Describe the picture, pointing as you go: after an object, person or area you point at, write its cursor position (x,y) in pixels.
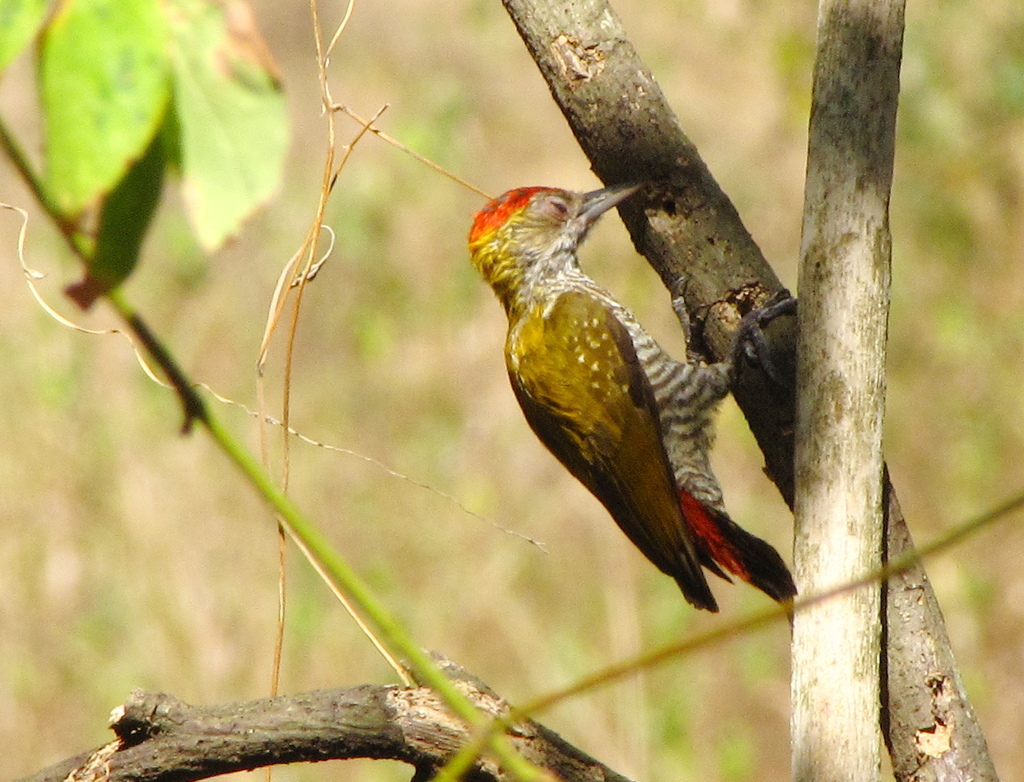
In the center of the image (501,286) we can see bird (598,351) on the tree (718,339). In the background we can see leaves (212,144).
